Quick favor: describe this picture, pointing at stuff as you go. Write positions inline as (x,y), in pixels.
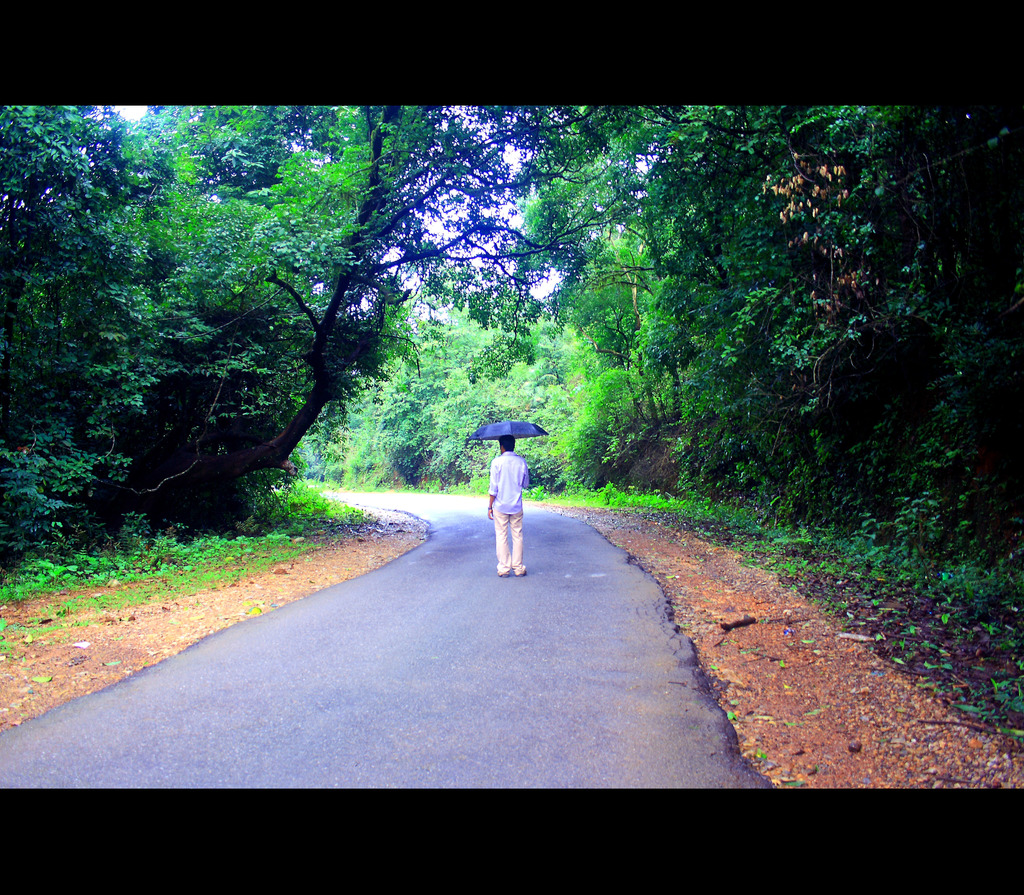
In this image there is a person (510,523) standing on the road (484,617). He is holding an umbrella (503,428). Background (542,395) there are few plants (428,486) and trees (491,400). Behind there is sky (466,206).
